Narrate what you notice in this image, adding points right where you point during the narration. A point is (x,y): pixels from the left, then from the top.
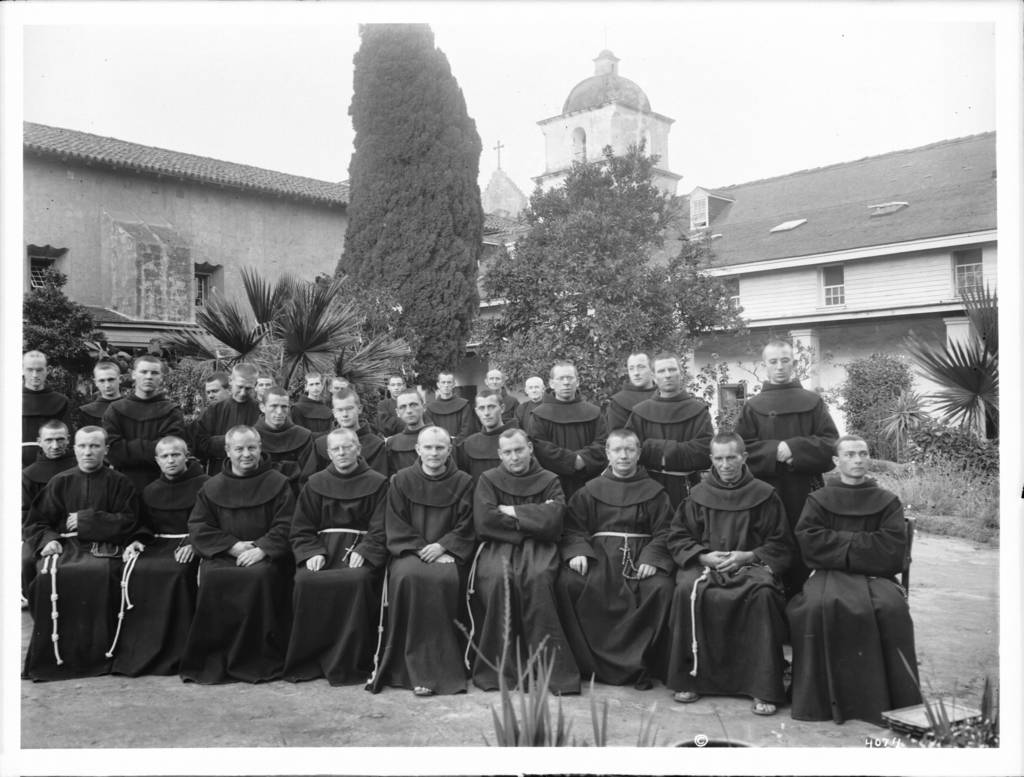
This picture is clicked outside. In the center (367,488) we can see the group of persons (557,550) sitting and we can see the group of persons (140,388) standing. In the background (775,211) we can see the sky (814,121), buildings (920,196), trees (548,212), plants (31,324) and some other objects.
